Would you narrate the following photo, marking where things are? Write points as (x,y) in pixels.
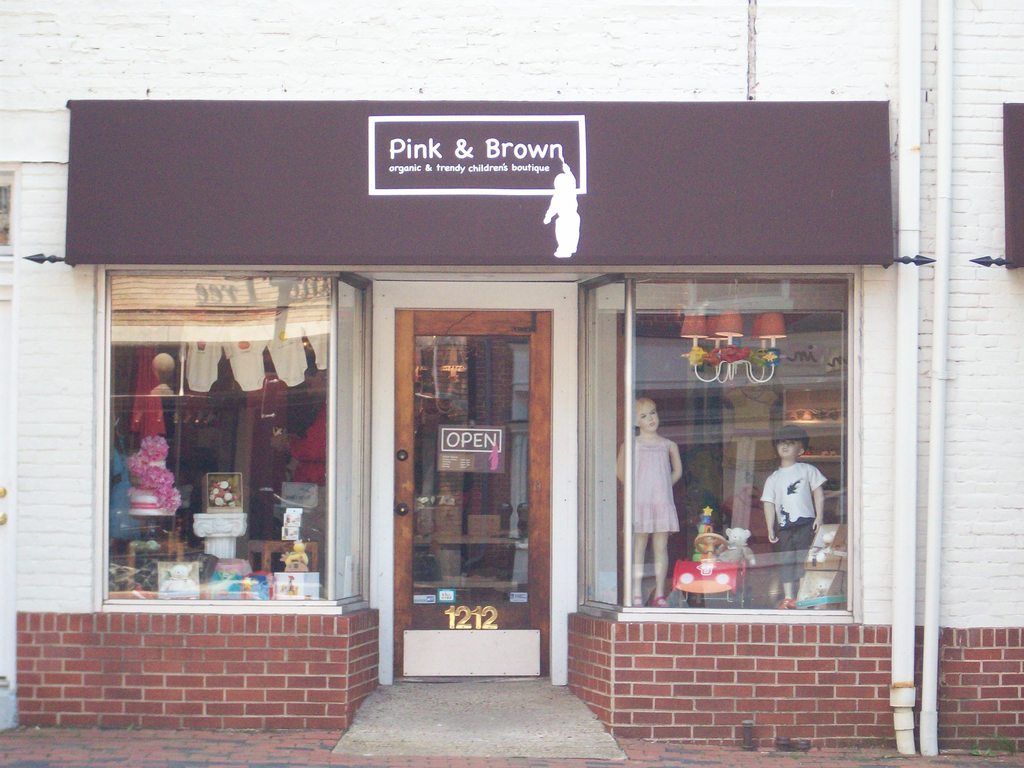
This is a store (362,414) and here we can see mannequins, clothes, toys (225,568), lights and some other objects (262,544), through the glass (776,481) and in the background (696,186), there is a board (561,143), some pipes (911,393) and we can see a wall (633,683). At the bottom (186,730), there is a road (172,735).
